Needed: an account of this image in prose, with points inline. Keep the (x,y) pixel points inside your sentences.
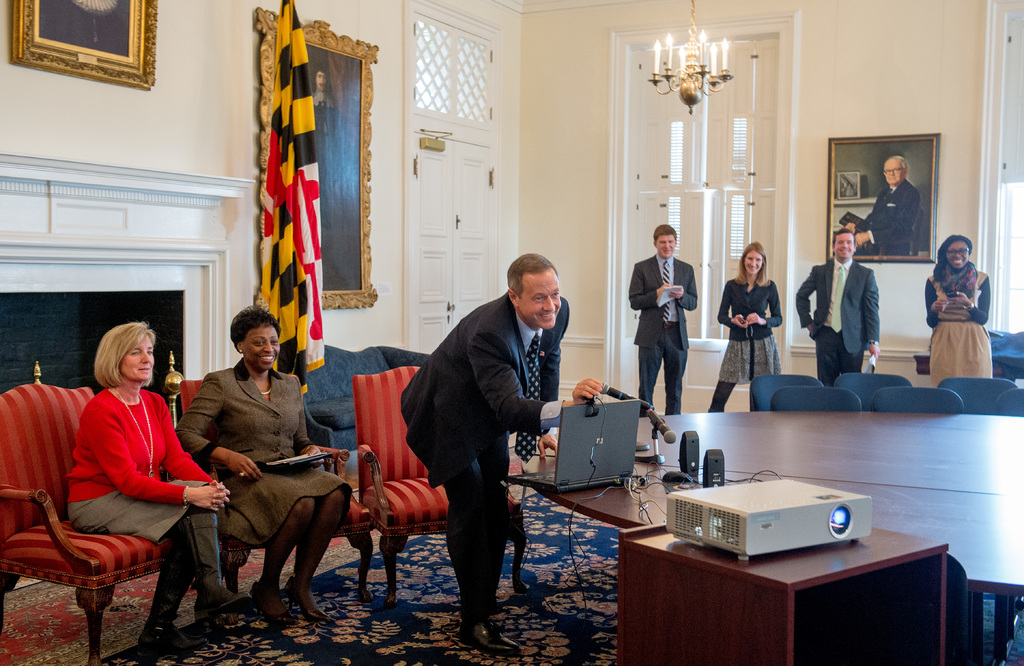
There are five people (480,387) standing and two women (257,402) sitting on the chairs (47,470). This is a table (757,474) with laptop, mikes (652,424), speakers (693,453), mouse (670,480) placed on it. This is a projector (735,511). This looks like a flag (279,136) hanging. These are the photo frames (142,69) attached to the wall (182,41). This is a lamp (702,34) hanging to the rooftop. I think this is the window (678,174). This is a door (451,265). This looks like a fireplace (63,305). This is a carpet (420,630) on the floor (555,625). These are the empty chairs (880,396).
